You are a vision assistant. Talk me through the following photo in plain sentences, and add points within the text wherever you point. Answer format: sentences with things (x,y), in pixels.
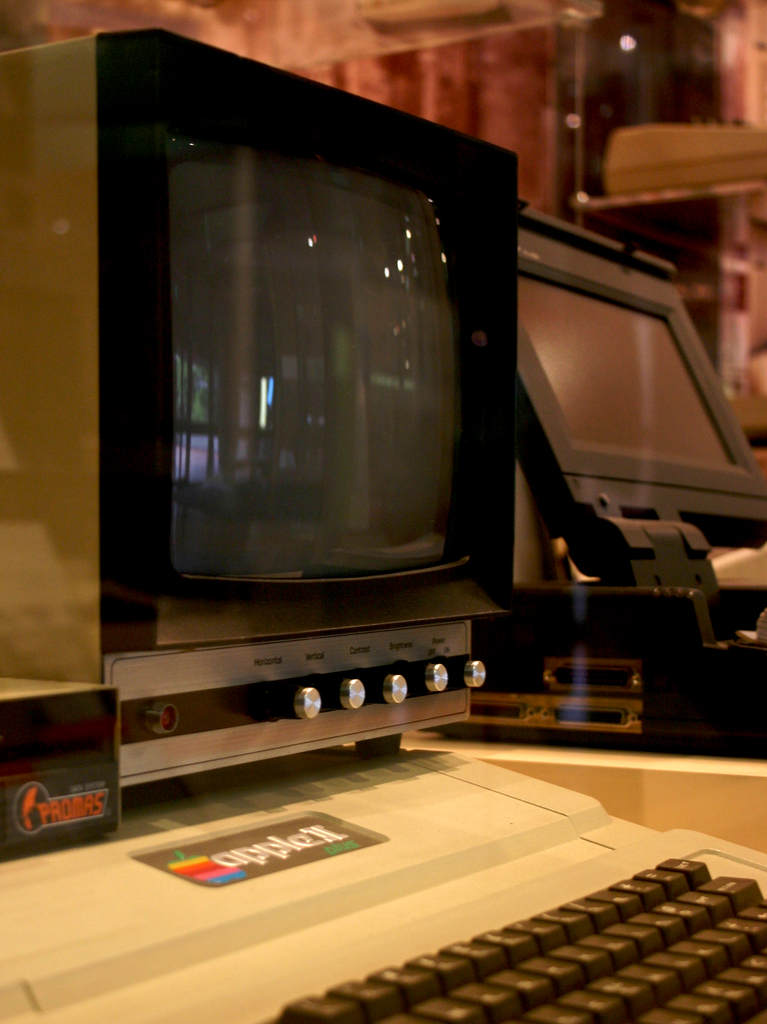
In the image there is a television (168,282) and in front of that there is a computer (642,858), beside the television (136,91) there is some other device (590,385).
